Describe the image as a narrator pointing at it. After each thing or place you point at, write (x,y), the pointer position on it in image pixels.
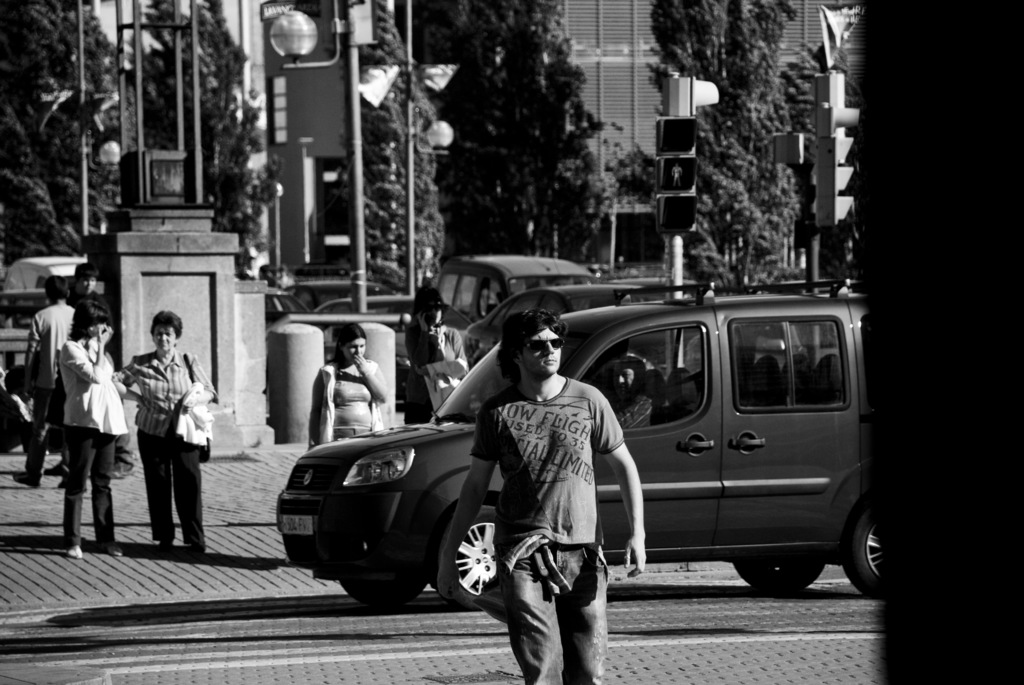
In this image in the front (542,492) there is a person (546,508) walking. In the center (396,454) there is a car (410,466) moving on the road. In the background (88,352) there are persons (80,340) standing, there are cars (504,270), poles (413,172), trees (441,187) and there is a building (611,80).
